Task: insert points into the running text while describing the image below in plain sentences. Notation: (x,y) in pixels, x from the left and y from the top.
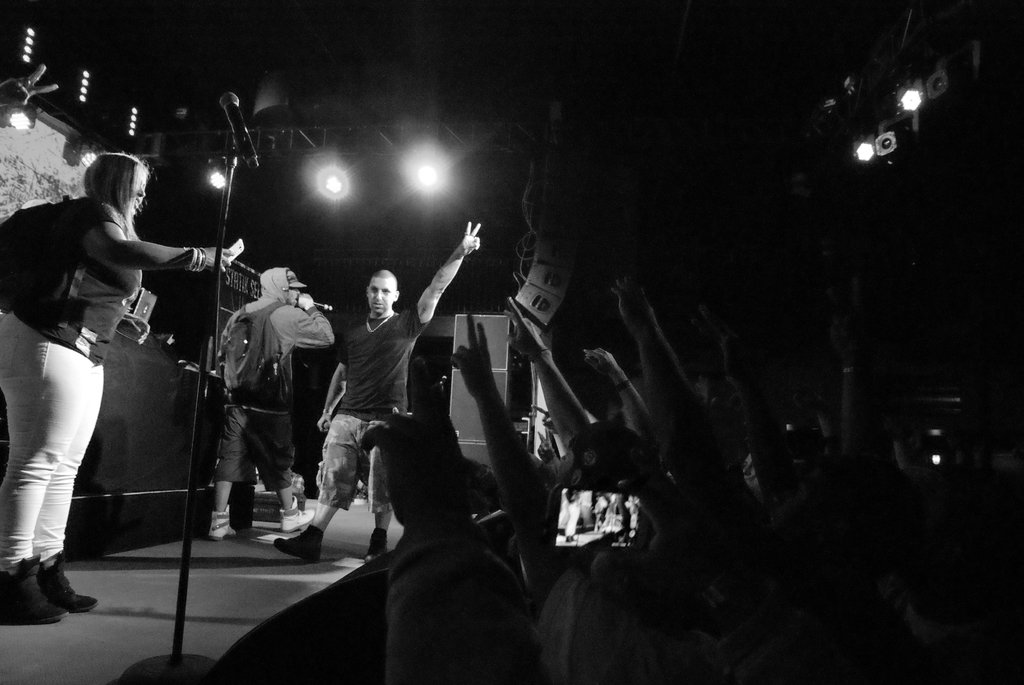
This is a black and white image. This image is clicked inside. There are lights (331,180) on the top (341,192). People (423,524) are standing here. There is a woman (66,505) on the left side (109,274) and two people (241,413) are walking in the middle of the image (426,298). One of them is holding mic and he also has bag (259,342). There are lights (70,150) on the left side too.
